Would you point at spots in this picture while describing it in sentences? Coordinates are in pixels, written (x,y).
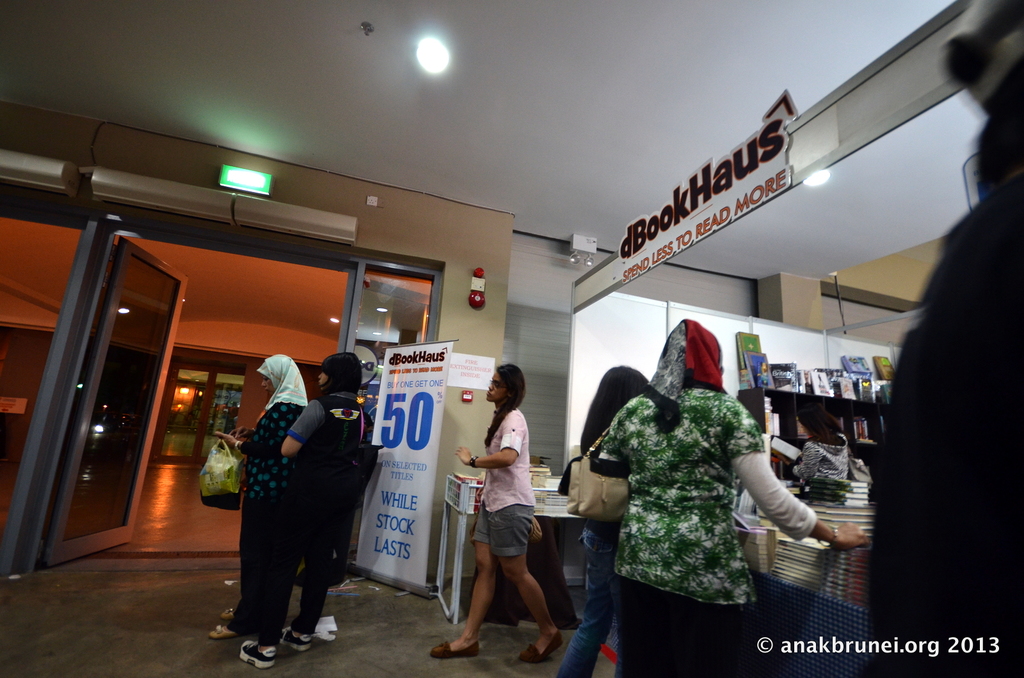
This is an inside view. On the right side (812,466) there is a bookshop (859,351). Here I can see many books (808,552) which are placed on the table (816,599) and also in the racks (799,391) and few people (709,491) are standing in front of this table (760,615). On the left side (305,483) there are few people (281,562) standing on the floor (234,591) and a woman (480,564) is walking and also I can see the glass doors (115,438) and a wall (416,217). At the top (438,50) there is a light (430,52).
